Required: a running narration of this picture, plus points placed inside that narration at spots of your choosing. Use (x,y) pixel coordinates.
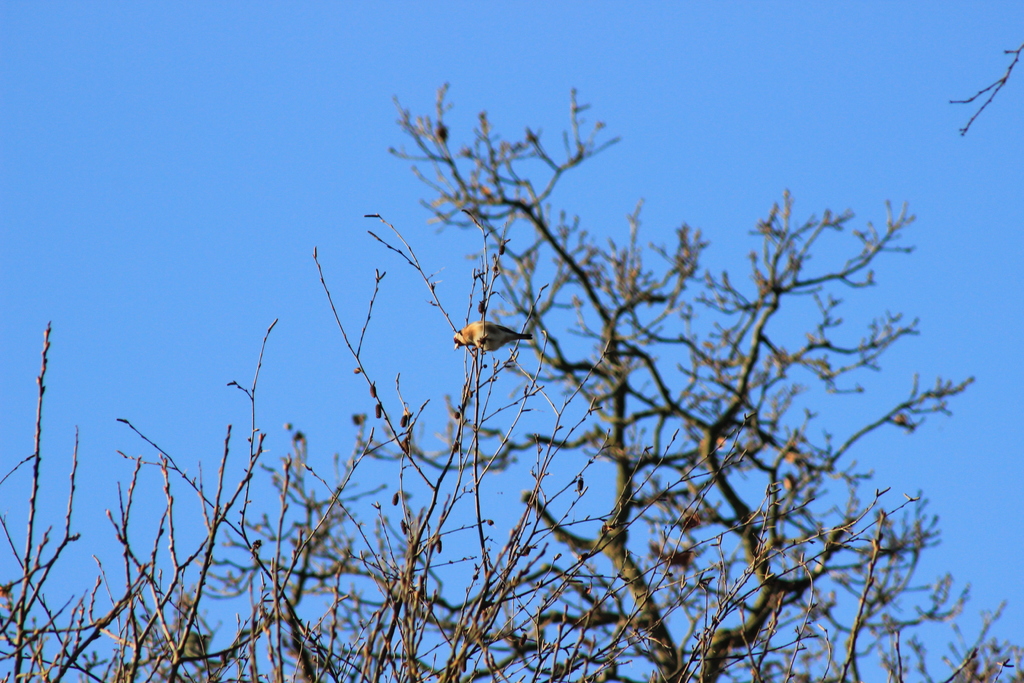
Here in this picture we can see a bird (467,342) present on the branches (457,443) of a tree (601,533), which is present over there.
